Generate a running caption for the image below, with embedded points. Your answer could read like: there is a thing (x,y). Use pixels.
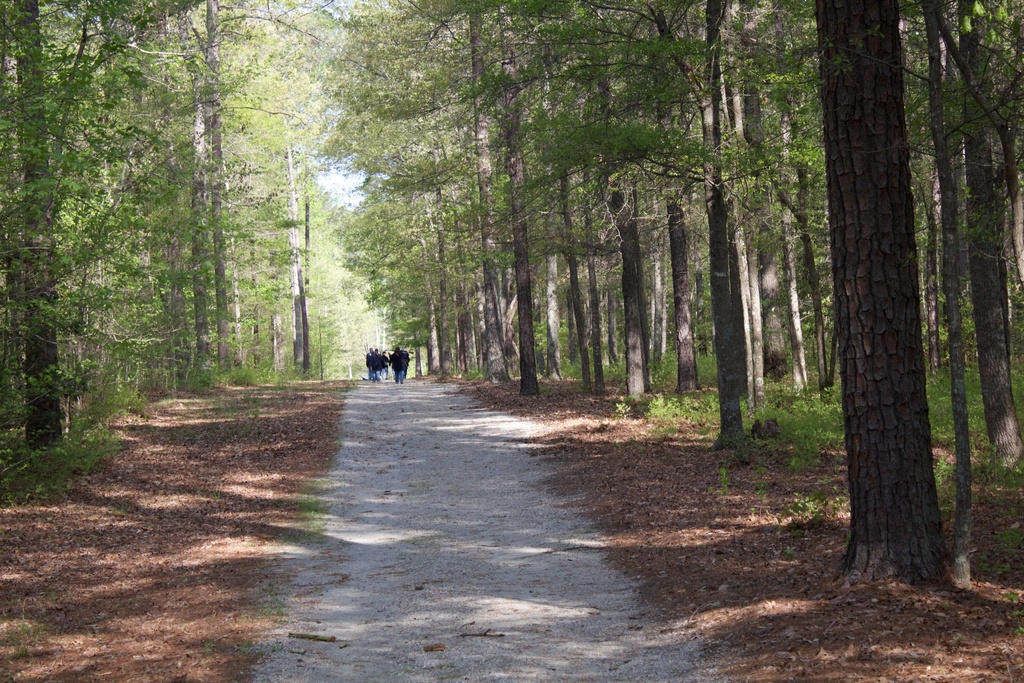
In this image there are so many people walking on the road (472,662) which is in the middle of trees (555,374).
